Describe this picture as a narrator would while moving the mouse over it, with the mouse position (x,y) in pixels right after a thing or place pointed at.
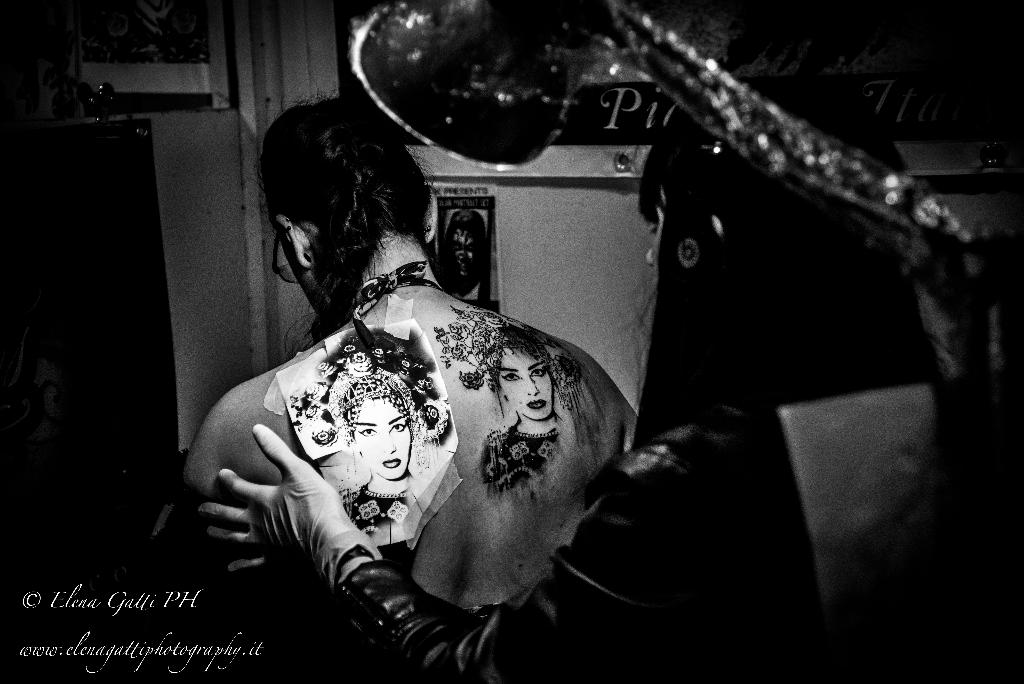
In this image we can see two persons (565,456). We can see a tattoo (531,414) and a paper (347,443) on the person back (227,444). On the paper (403,460), we can see the image of a person (398,475). Behind the persons (217,453) we can see a wall (240,251). On the wall (529,215) we can see a board (618,121), poster (486,239) and a banner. In the bottom left (183,643) we can see the text (31,597). At the top (411,46) there is a light (473,90).
